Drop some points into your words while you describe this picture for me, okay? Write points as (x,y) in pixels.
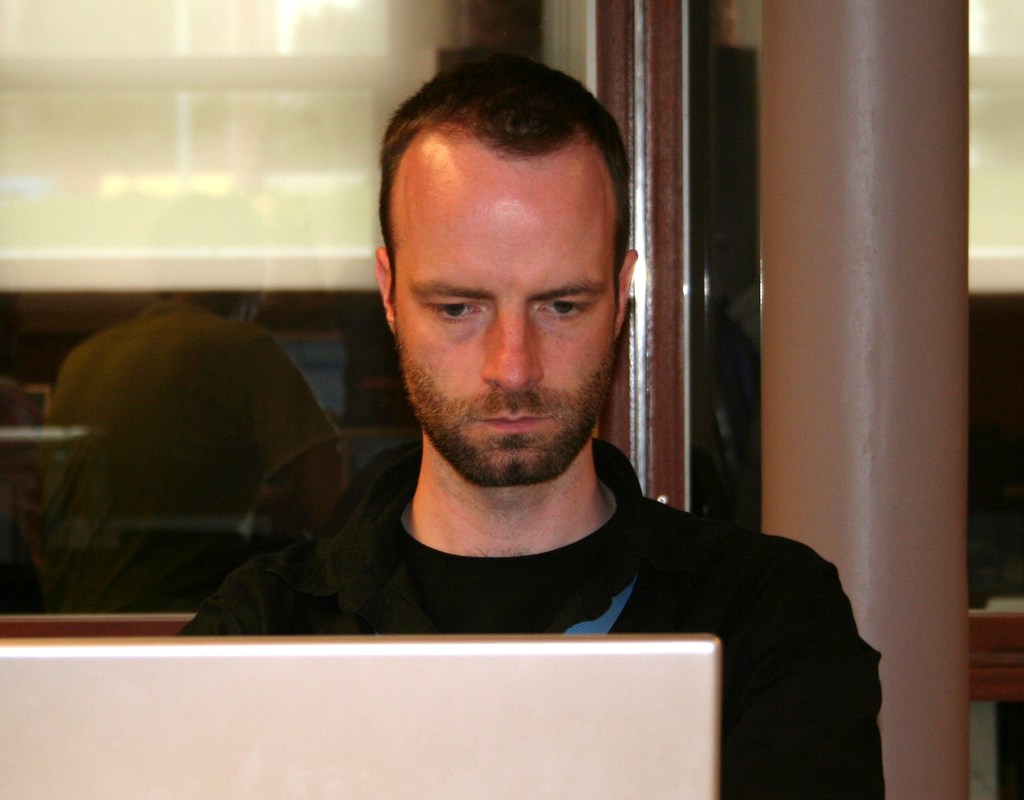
In this image we can see a person (522,574) sitting on the chair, laptop (536,700) and a person (187,457) from the backside in the background (182,404).
